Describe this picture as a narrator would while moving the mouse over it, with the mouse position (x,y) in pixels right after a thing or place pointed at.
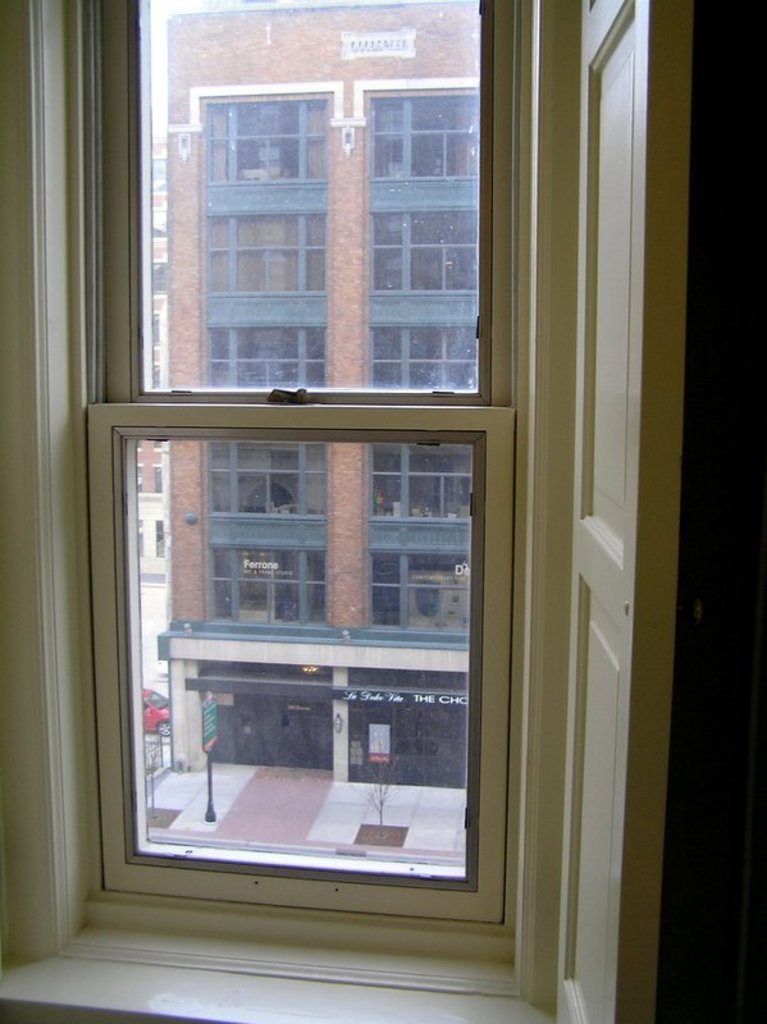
In this image there is a glass window (303,902) from which we can see there is a view of the buildings (336,83).
